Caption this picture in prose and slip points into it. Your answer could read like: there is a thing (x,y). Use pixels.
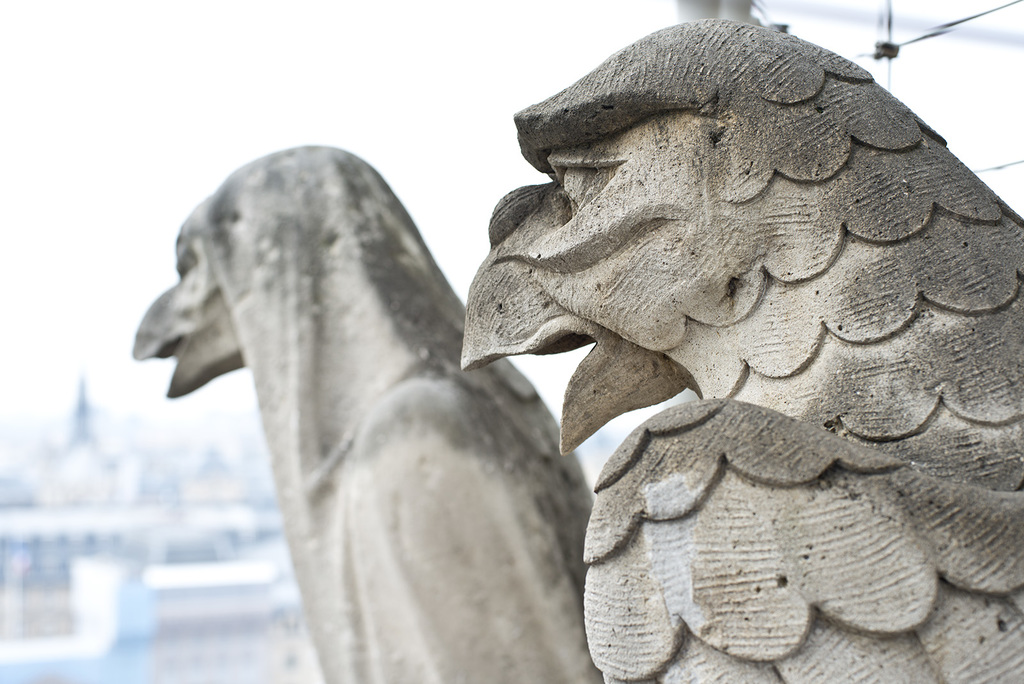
In the center of the image (456,335) there is a statue (681,465). In the background (26,243) we can see buildings (90,506) and sky (120,99).
